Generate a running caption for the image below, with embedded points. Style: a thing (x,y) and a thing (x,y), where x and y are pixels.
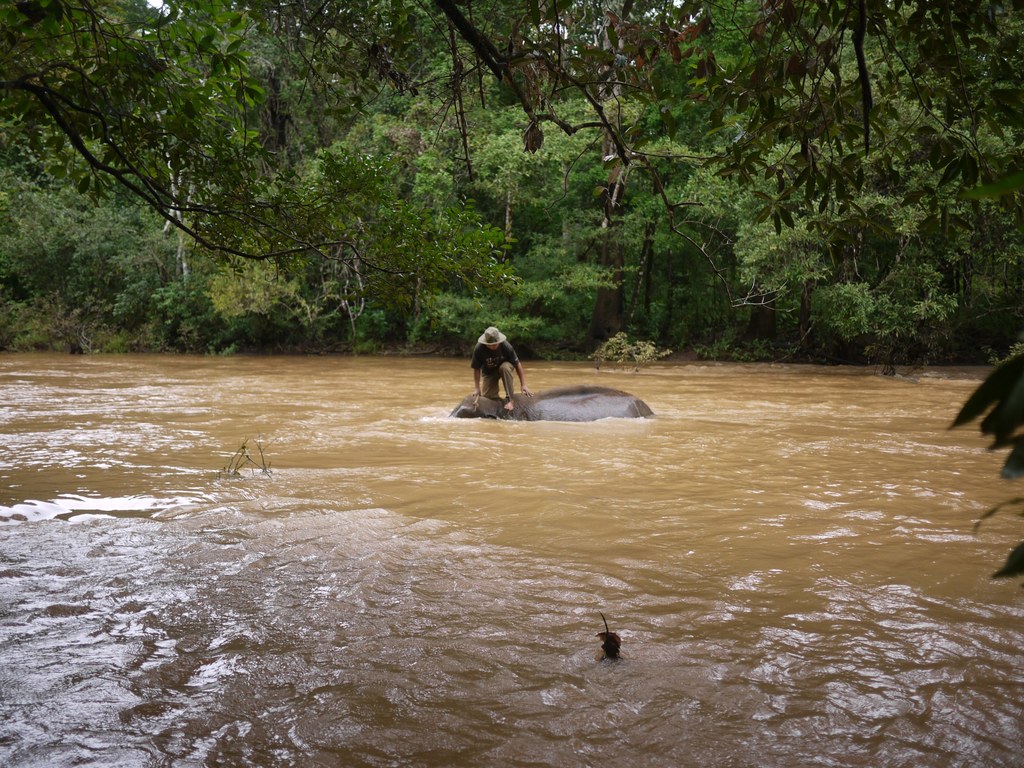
In this picture, we can see a person (526,393) standing on animal (535,410) in water (305,355), and we can see a few trees (636,282).
